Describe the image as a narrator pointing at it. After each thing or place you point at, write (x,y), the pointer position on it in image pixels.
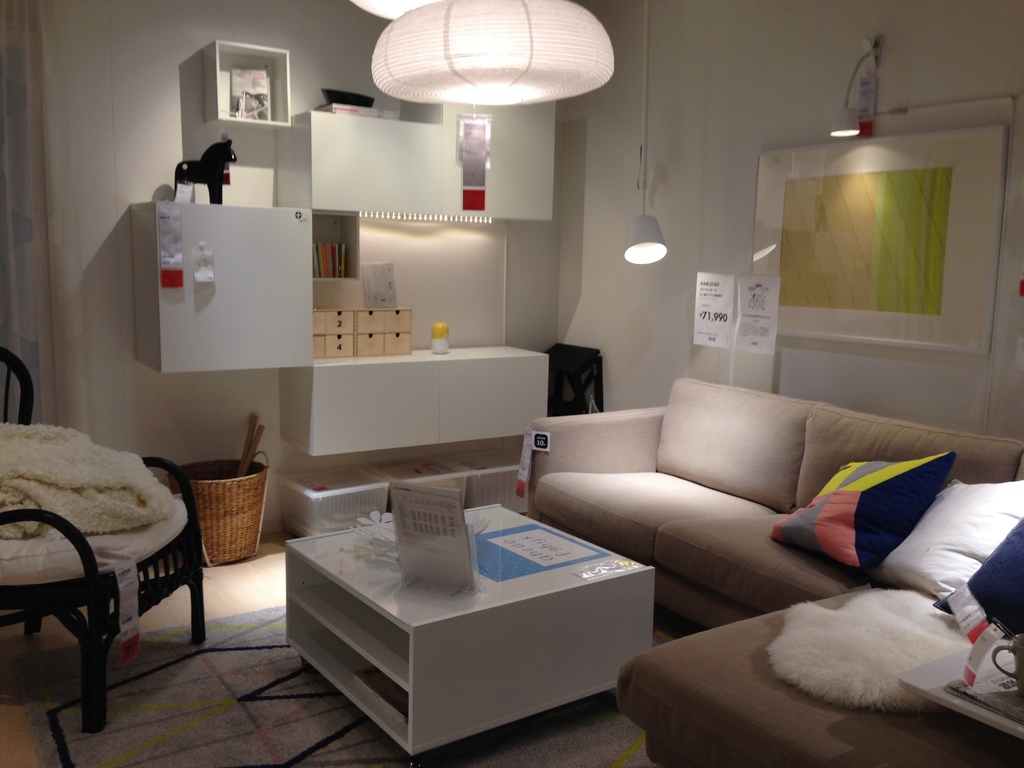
This is an image clicked inside the room (73,362). On the right side of the image (735,492) I can see one sofa (697,485) and three pillows (898,550) are placed on it. In front of the sofa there is a table (482,682). On the left side of the image (61,558) there is a chair (61,523) and one cloth (117,523) is there on it. In the background (689,118) I can see a wall (686,108). On the top of the image (580,76) I can see a light (489,51). In the background (358,162) I can see one cupboard (277,236) in that some boxes (357,334), books (332,262) and toys (203,156) are placed.
